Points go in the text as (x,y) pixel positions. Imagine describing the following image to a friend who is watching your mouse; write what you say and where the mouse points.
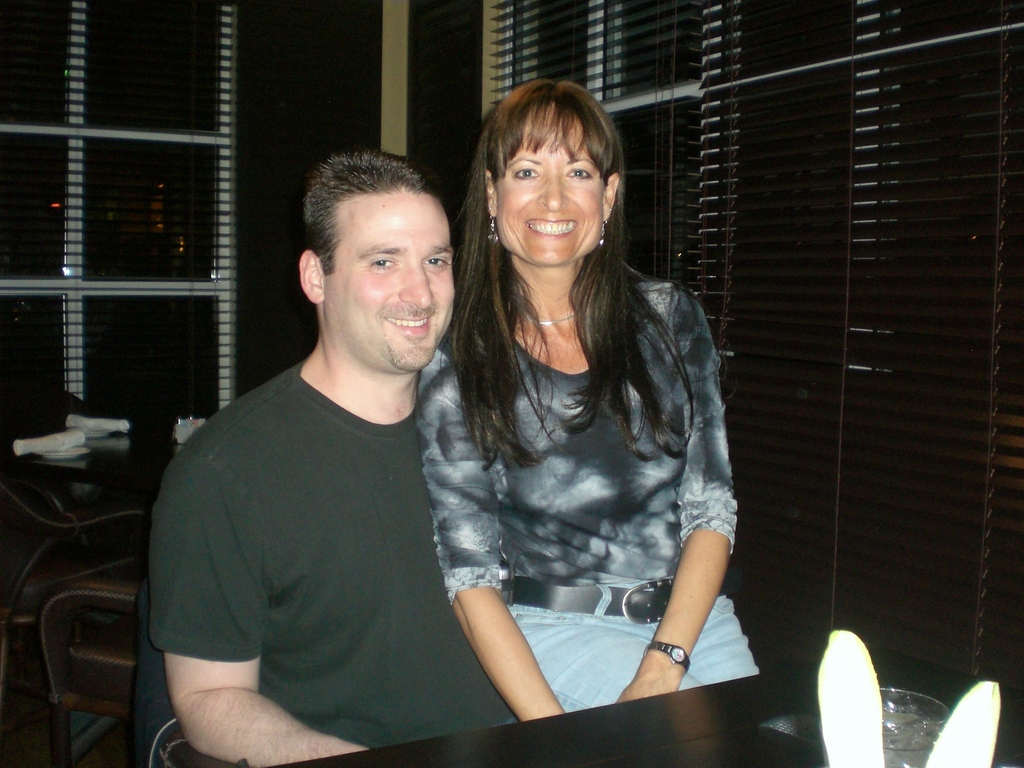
There is a man (373,494) and a woman (479,426) sitting. Both are smiling. Woman (529,367) is wearing a watch (670,660). In front of them there is a table (706,705). On the table (687,698) there is a glass vessel (915,738). In the back (104,519) there are chairs (46,511) and curtains (744,151).
